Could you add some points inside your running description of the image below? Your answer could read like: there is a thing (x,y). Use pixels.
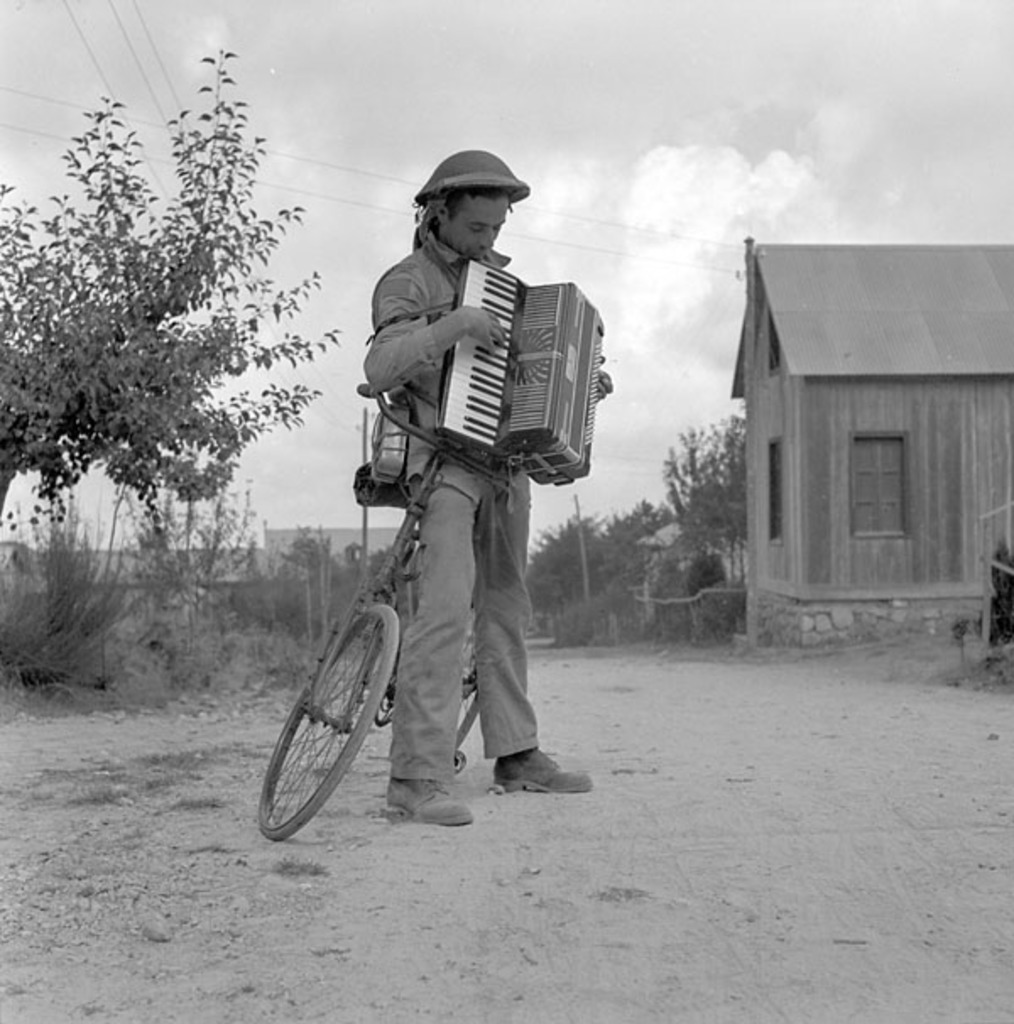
In the image I can see a person (493,198) who is holding the music instrument (517,369) and standing next to the cycle (382,407) and also I can see a house (864,380) and some trees (267,383) plants (360,570) and poles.
